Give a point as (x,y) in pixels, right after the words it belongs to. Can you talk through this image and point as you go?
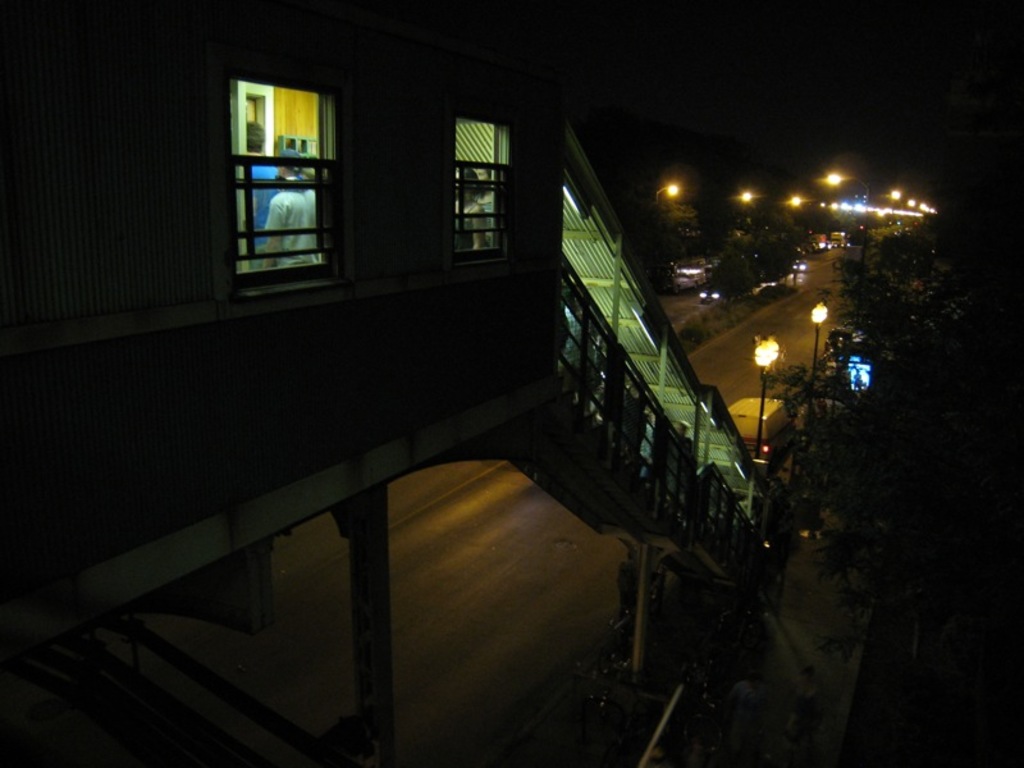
This image is taken in the dark where we can see few people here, stairs (713,566), light poles (763,403), trees (918,310), the road (803,290) and the dark sky (501,37) in the background (922,68).
